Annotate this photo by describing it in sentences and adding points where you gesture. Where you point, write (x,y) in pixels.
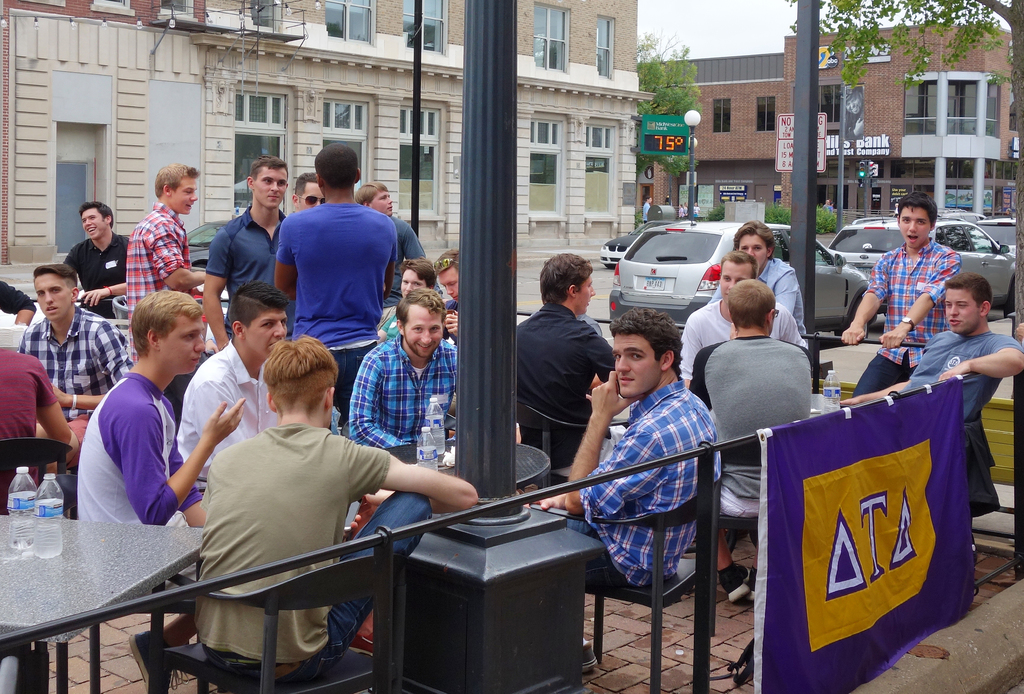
This image is taken in outdoors. There are many people (283,363) in this image they all were men (305,387). In the left side of the image (14,617) there is a table (73,554) and there were two bottles (33,527) on it. In the right side of the image (954,447) there is a railing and a banner (854,525) on it. In the middle of the image (655,330) there is a pillar (464,38) and few people (380,370) were sitting on the chairs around a table (537,458). At the background (149,49) there are buildings (582,123) with windows (408,119) and doors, there were few trees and plants (722,211) at the background (781,207).
